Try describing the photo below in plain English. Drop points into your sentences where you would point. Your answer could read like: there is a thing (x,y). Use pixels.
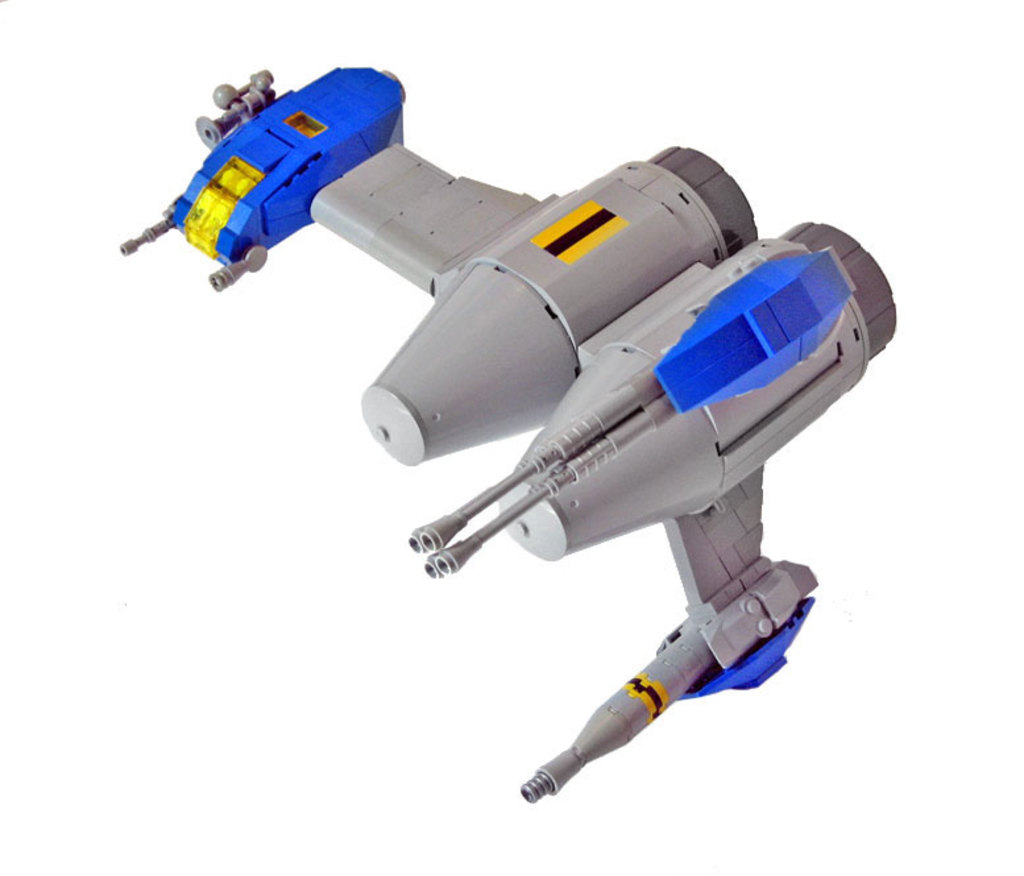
In this picture we can see an object (636,199). In this object (782,361) we can see blue, grey, black and yellow color.
